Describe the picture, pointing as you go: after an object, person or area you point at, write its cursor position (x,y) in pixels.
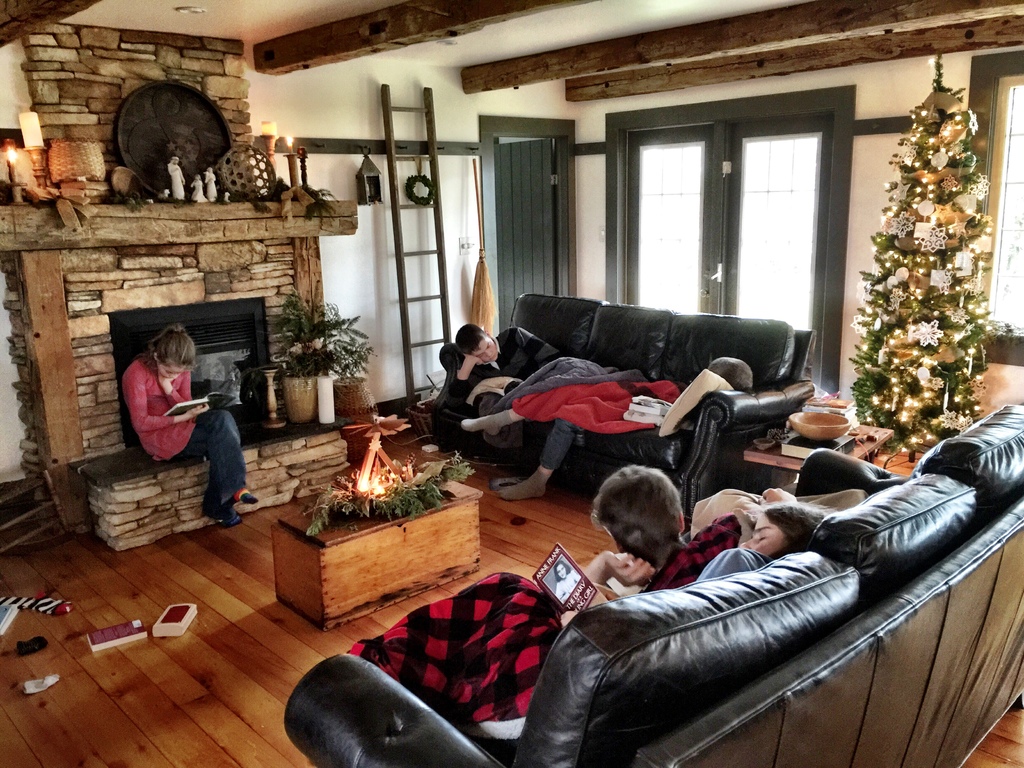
In this picture I can observe some people (624,570) laying in the sofas (369,705). I can observe a fireplace (176,304) on the left side (185,315). There is a girl (132,390) sitting in front of the fireplace (109,353). On the right side (914,415) I can observe Christmas tree (895,311). In the background (411,346) there is a ladder (410,108) and a door (670,218).
